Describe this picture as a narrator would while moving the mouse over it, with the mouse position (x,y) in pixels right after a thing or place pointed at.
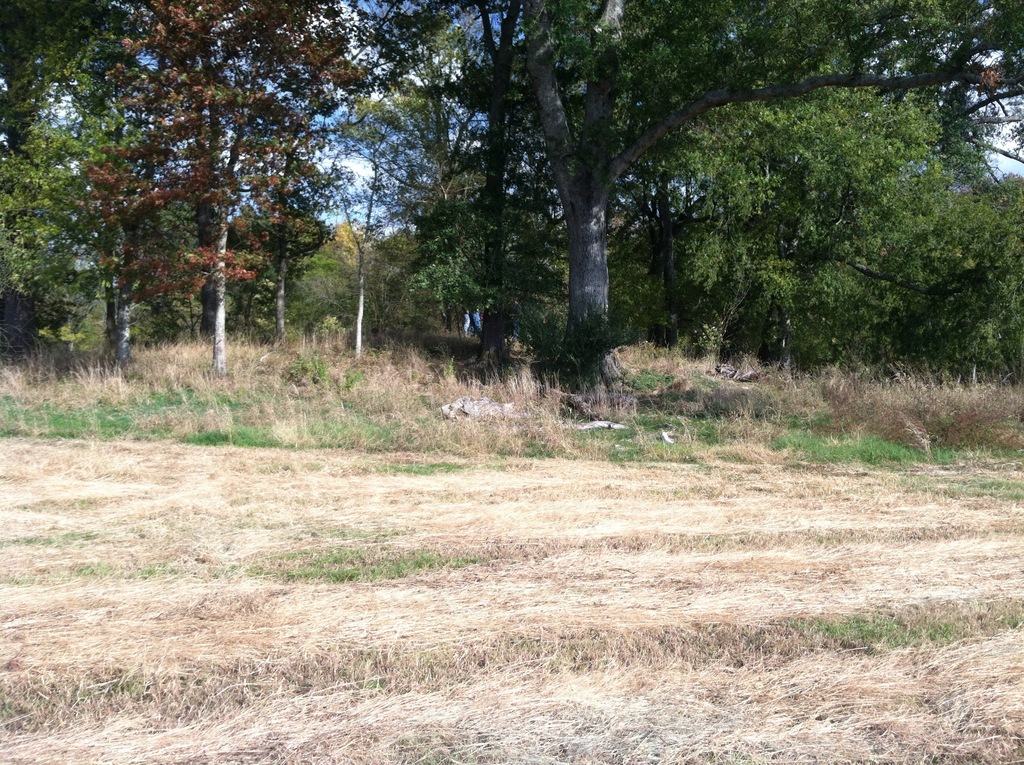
In this picture we can observe some dried grass (277,493) on the ground (567,557). There are trees (363,225). In the background (344,164) we can observe a sky (353,192) with some clouds (361,174).
